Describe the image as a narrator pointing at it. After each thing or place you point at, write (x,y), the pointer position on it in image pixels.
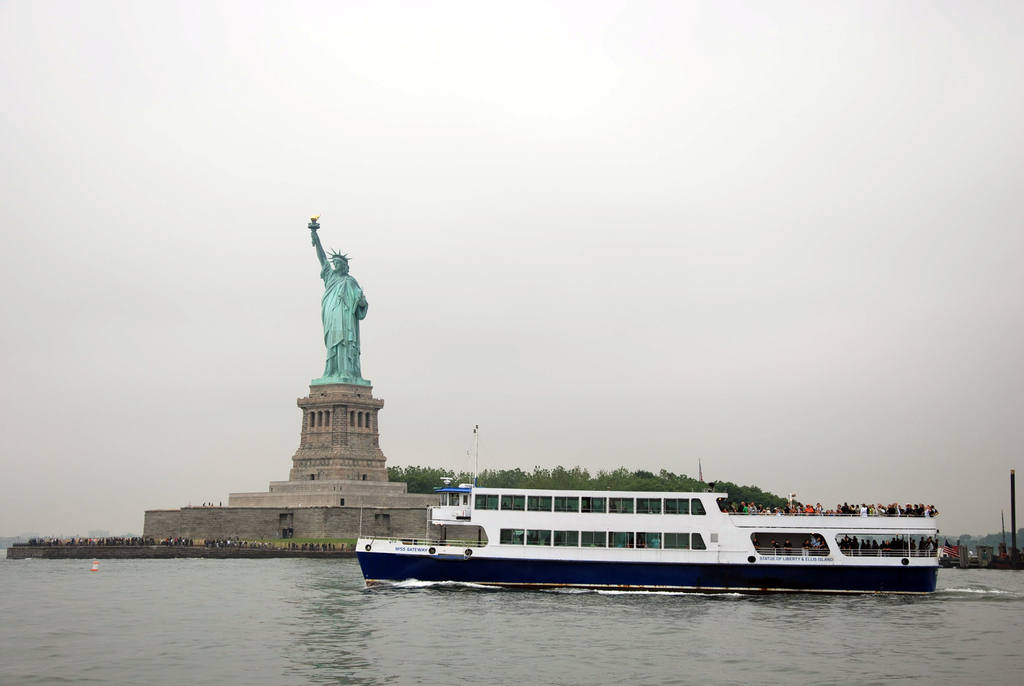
This picture is clicked outside. In the center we can see a ship (367,564) and some objects (972,561) in the water body (316,637). In the background (631,411) we can see the sky (791,389), trees (679,485), metal rods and some other objects (954,556). On the left (339,317) we can see the statue of liberty (342,298) standing and holding a torch (315,235) and we can see the group of persons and some other objects (343,403).
